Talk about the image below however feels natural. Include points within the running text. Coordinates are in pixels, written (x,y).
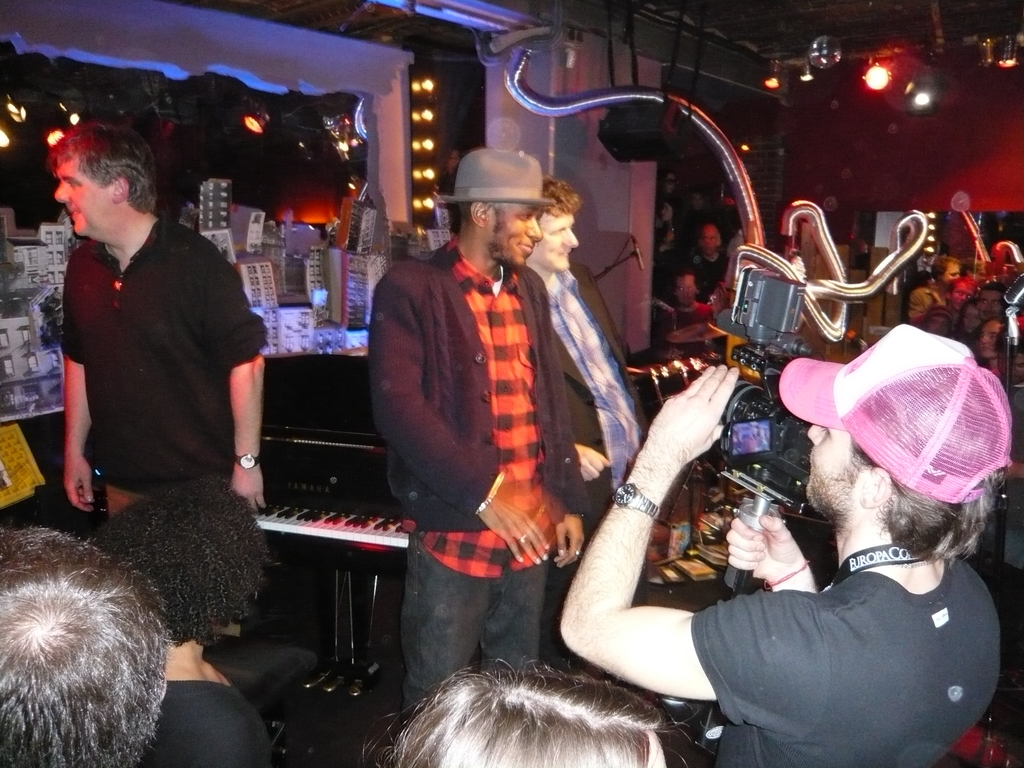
In this picture I can see few people (578,545) are standing and looks like few people (461,767) are sitting and I can see few lights (925,110) on the ceiling (712,44) and I can see a man (763,535) holding a camera (762,440) with the help of stand (753,506) and I can see couple of them wearing caps (858,396) on their heads (903,520) and I can see a piano (332,480) and few items (367,269) on the table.
